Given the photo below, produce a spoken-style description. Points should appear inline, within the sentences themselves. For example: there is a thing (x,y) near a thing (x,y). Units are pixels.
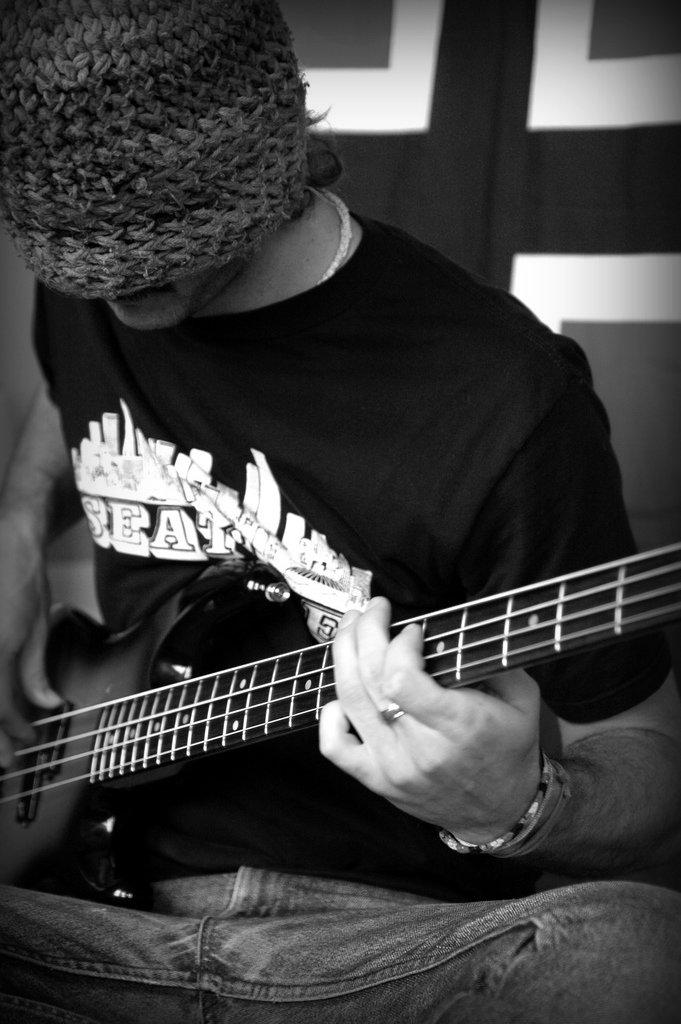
In the picture a person (370,303) is sitting and wearing a cap (131,152) he is playing a guitar (31,785).
